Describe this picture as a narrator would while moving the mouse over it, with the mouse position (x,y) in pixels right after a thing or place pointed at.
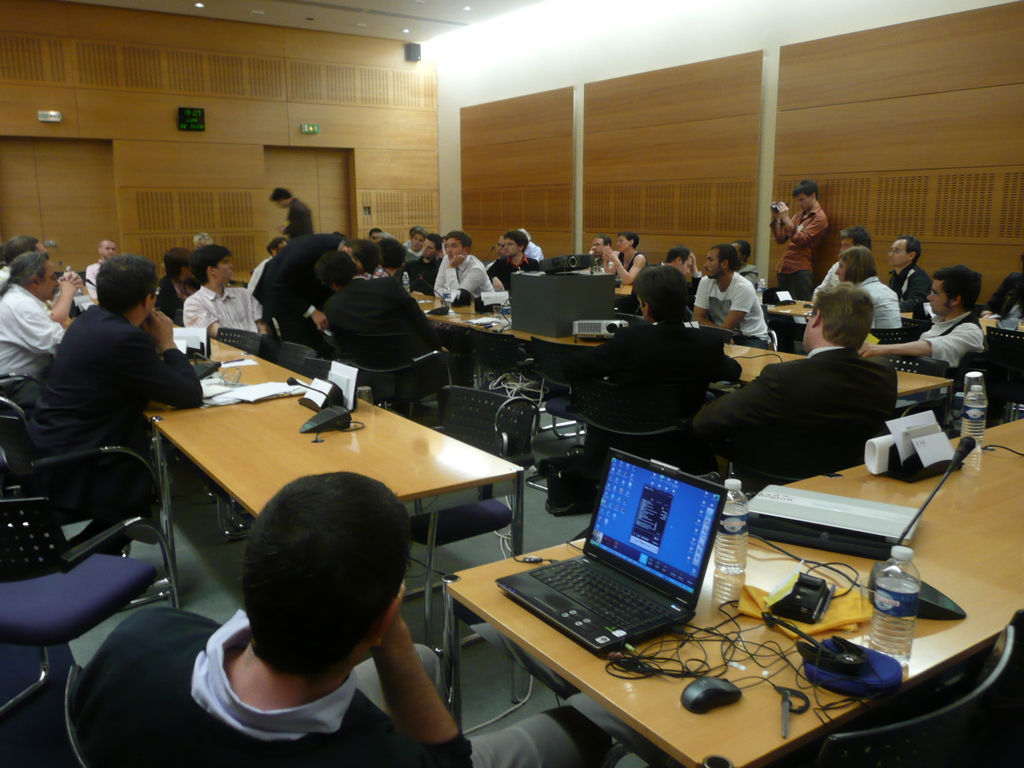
This is looking like a meeting where a group people (120,334) are gathered in a room (548,209). They are discussing about something important. There is a person (824,227) standing on the top right side (806,236) and he is recording. This is a wooden table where laptops (687,491) and bottles (720,569) are kept on it.
